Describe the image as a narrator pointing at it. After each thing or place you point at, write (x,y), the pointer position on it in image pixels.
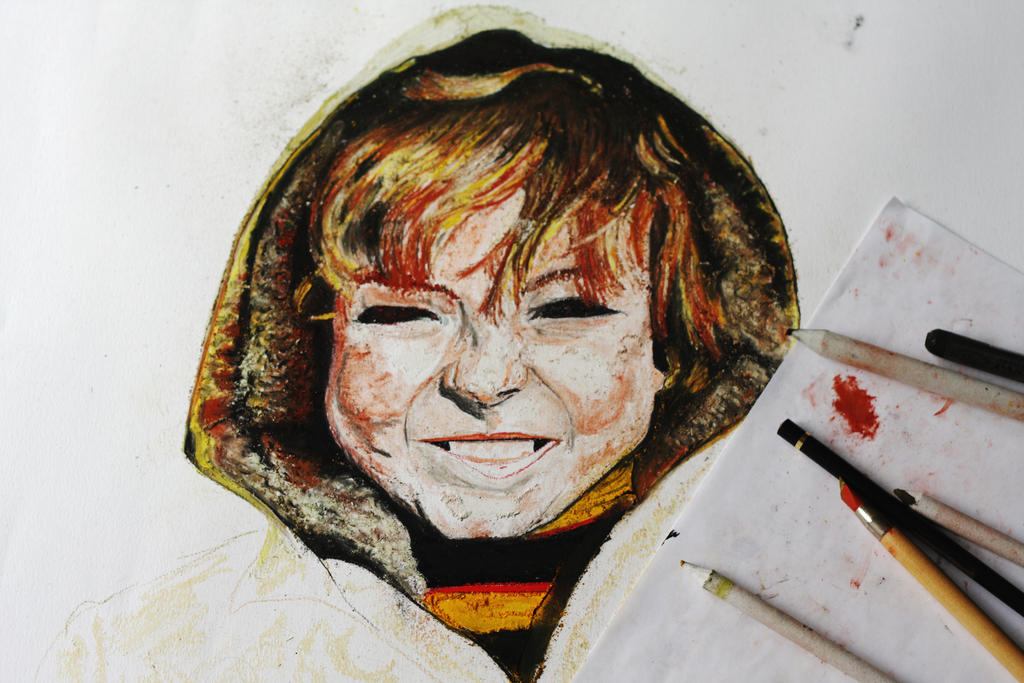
This image is a painting (437,348) of a woman (461,562). Image also consists of sketch pencils (923,495) placed on the paper (726,625).
